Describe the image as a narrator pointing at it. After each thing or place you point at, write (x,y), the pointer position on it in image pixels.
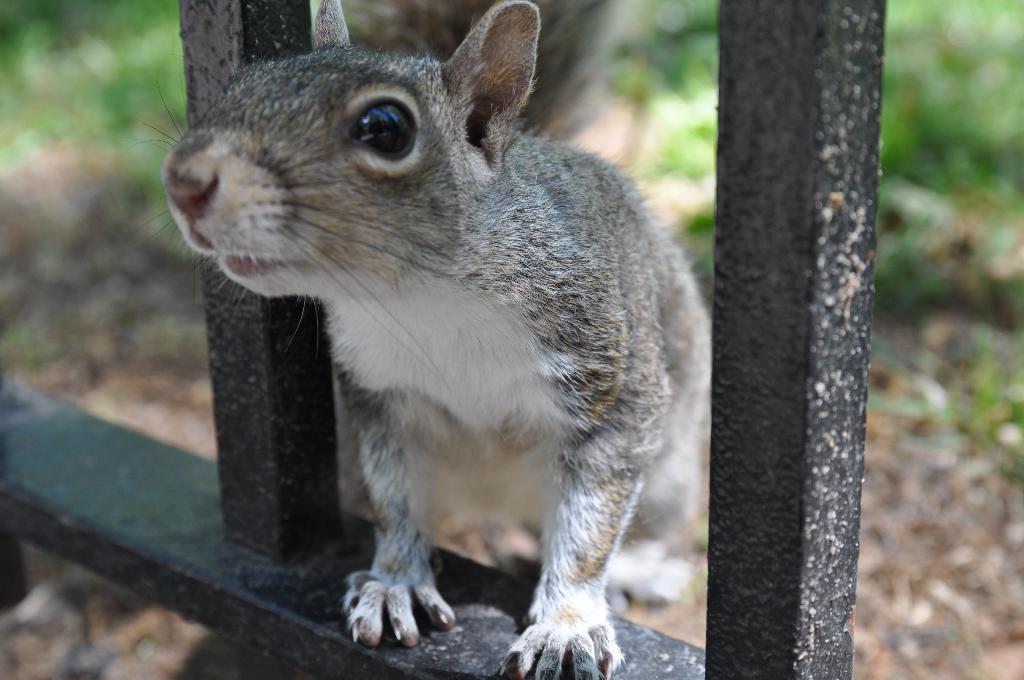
In this picture there is an animal (539,259) on the railing (40,539). At the back (954,57) there are plants (947,84). At the bottom (939,621) there is ground (873,542).
